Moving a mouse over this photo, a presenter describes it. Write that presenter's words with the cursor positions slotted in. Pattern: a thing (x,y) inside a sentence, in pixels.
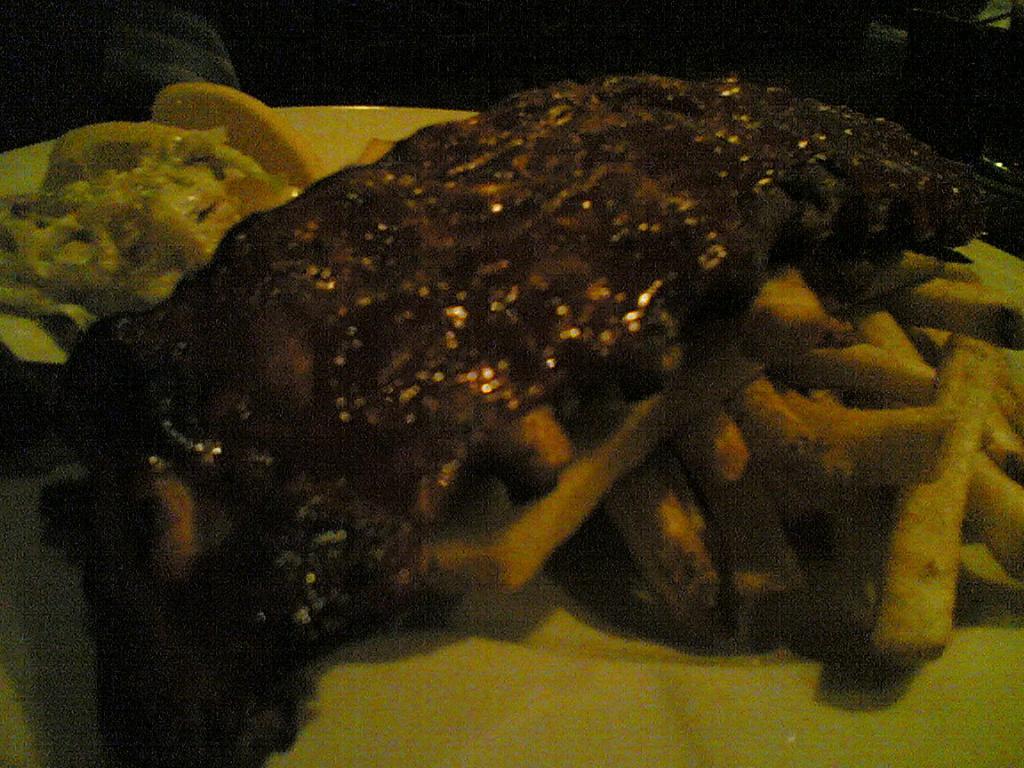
In the picture we can see a plate (970,717) which is green in color with a fried meat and some vegetable fries (925,527) and some salads (120,224).
